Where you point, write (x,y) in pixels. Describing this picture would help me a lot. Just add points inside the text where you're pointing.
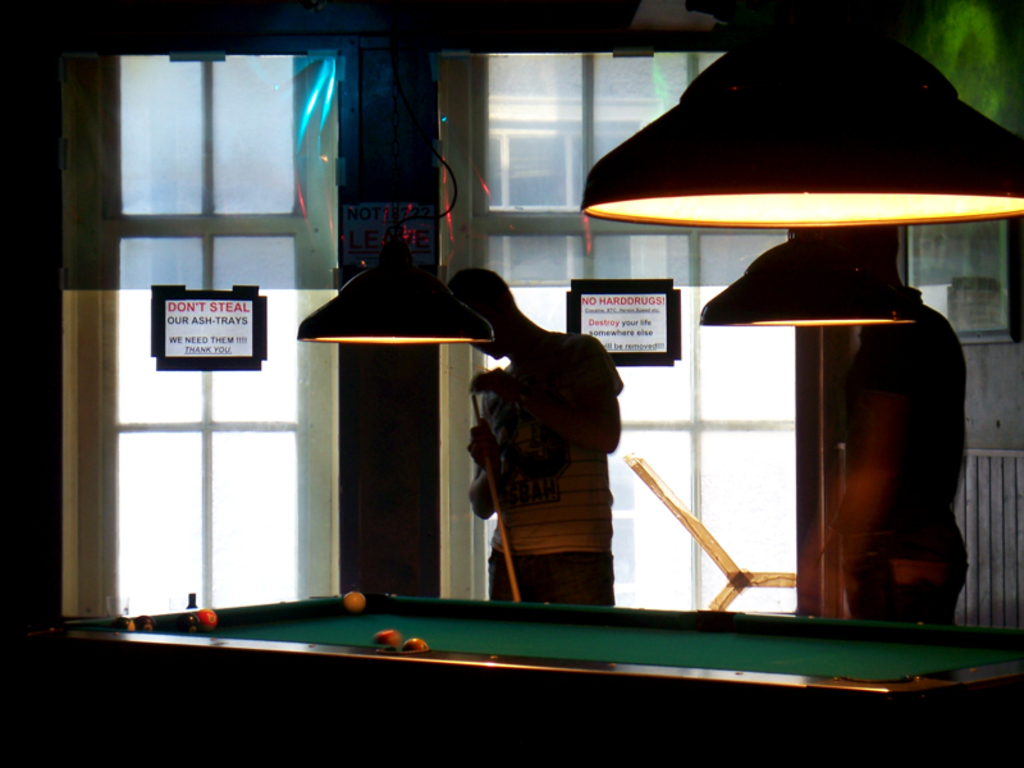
In this picture we can see two men (902,534) standing in front of a snooker table (548,641) and here we can see two paper notes (206,341) which are sticked over the window (699,355).
